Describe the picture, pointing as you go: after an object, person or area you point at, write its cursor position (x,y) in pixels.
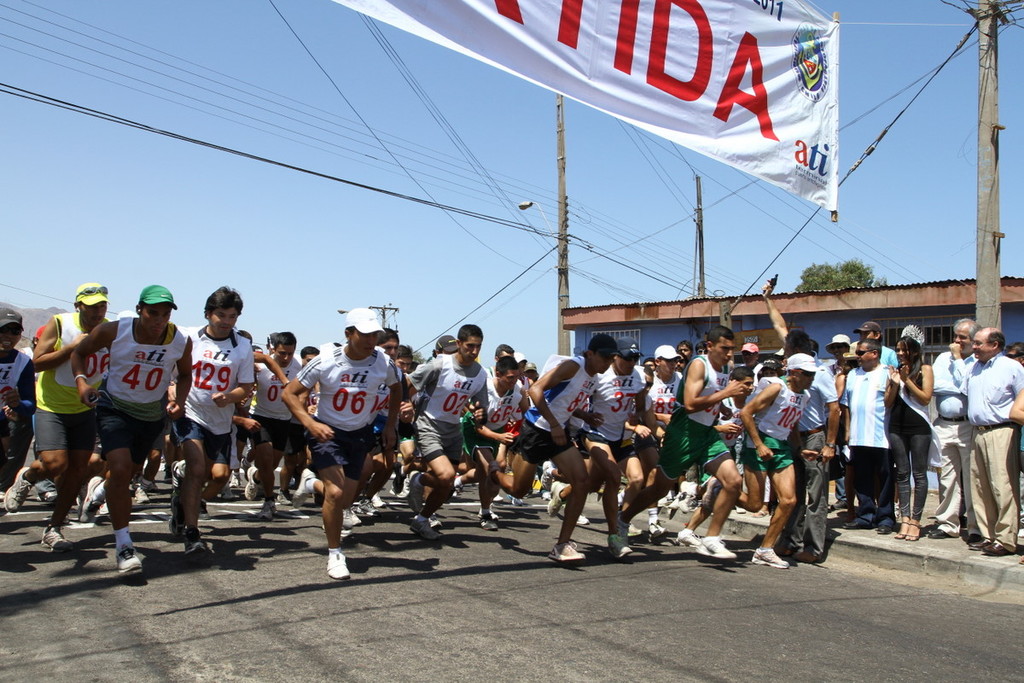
In this picture there is a group of men (417,462) running in the marathon. Behind we can see small house (800,310), electric pole (982,307) and cables (648,273). On the top (509,31) there is a white banner (709,128).
